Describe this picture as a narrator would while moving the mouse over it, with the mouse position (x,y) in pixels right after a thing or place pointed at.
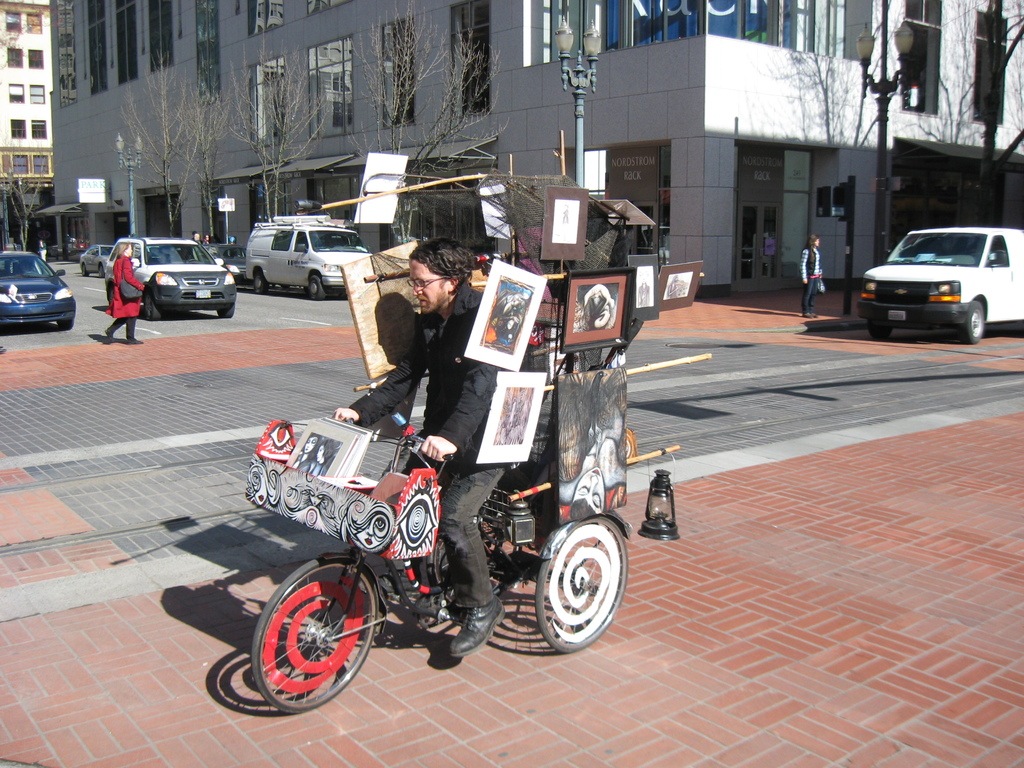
In this image we can see a man (404,377) riding the vehicle (342,500) with the paintings (568,513) and also a lantern (670,498). We can also see the road (296,370), path (741,591) and cars (160,272) and some persons (127,269). Image also consists of trees (471,111), buildings (343,112) and light poles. We can also see the sign board (220,202).
